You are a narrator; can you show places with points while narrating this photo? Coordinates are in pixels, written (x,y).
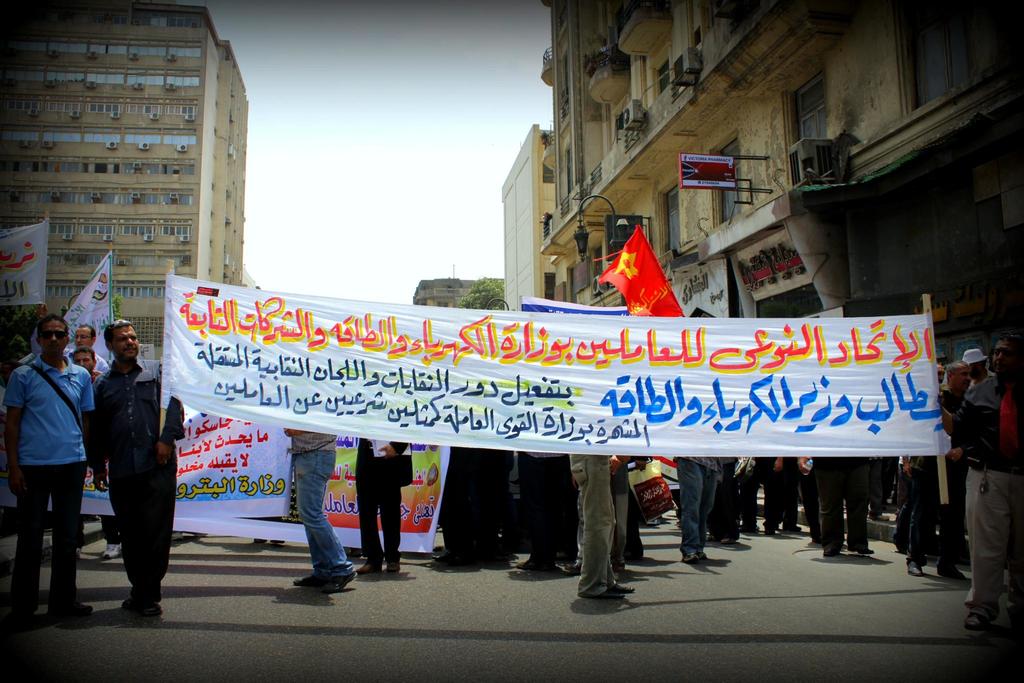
In this image I can see few buildings (219,194), windows (147,169), trees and light pole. I can see few people (118,346) are holding flags (87,318) and banners (506,377). The sky (430,215) is in white color.
